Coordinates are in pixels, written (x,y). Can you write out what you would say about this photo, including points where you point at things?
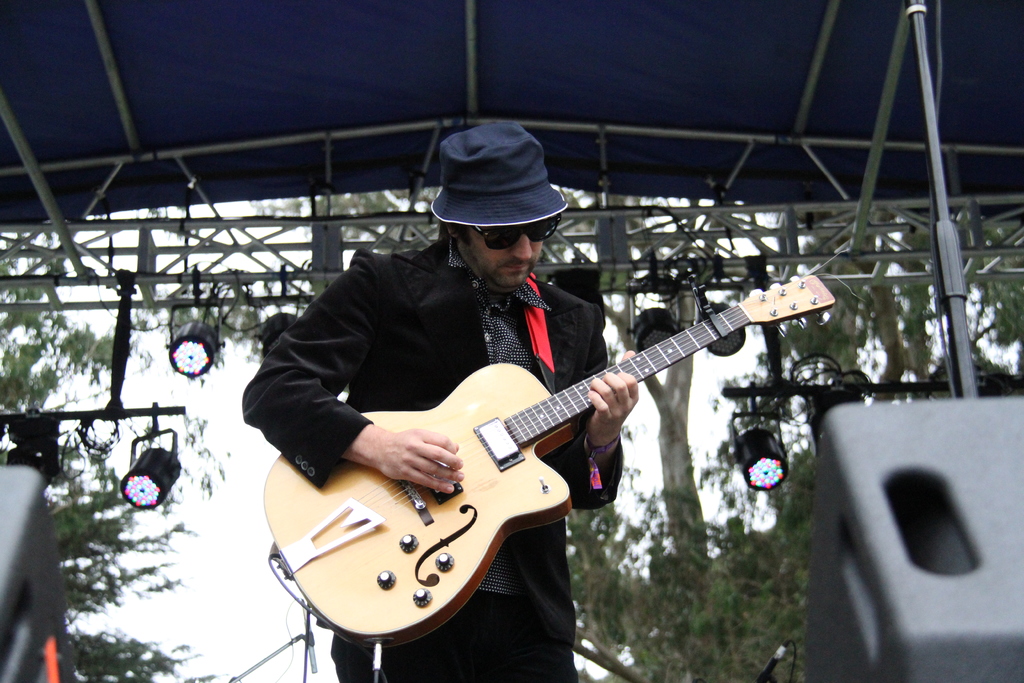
This is the man (552,622) standing and playing guitar (519,398). He wore a suit (431,337), shirt (495,337), cap (493,207), goggles (513,229) and trouser (527,635). These are the show lights (205,341). I can see the lighting truss (794,258). This looks like a tent (498,70). In the background (735,565), I can see the trees (689,605).
